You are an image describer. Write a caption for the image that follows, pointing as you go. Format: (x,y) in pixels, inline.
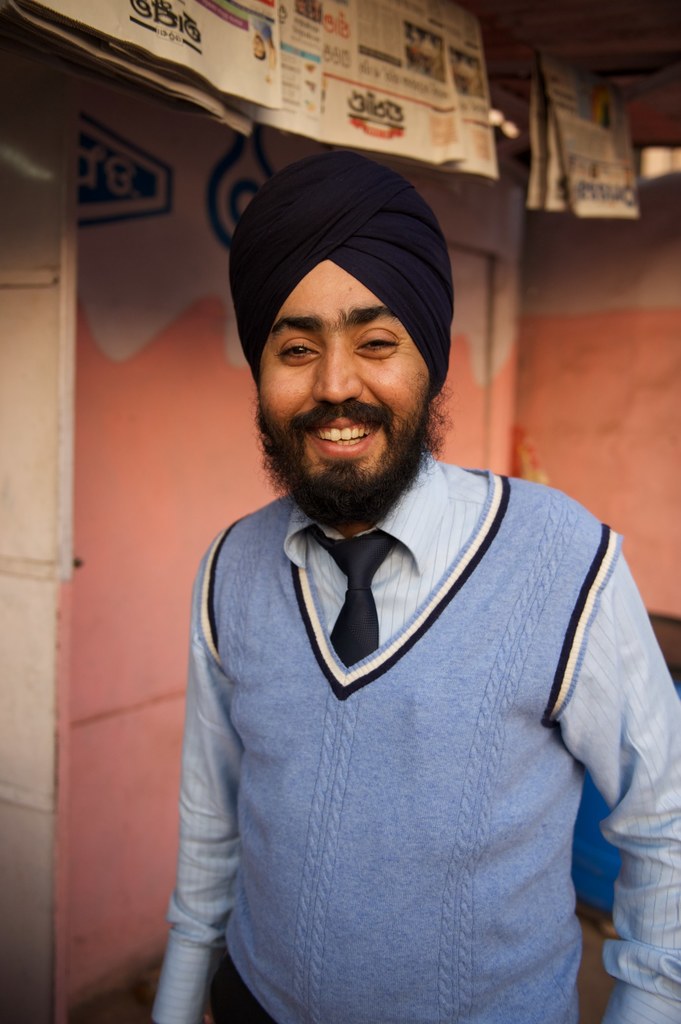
In this picture there is a man (424,670) wearing blue color shirt (630,739) and sweater (386,830) standing in a front, smiling and giving a pose. Behind there is a pink color wall (126,229) and newspapers (106,9) hanging on the top (624,209).
